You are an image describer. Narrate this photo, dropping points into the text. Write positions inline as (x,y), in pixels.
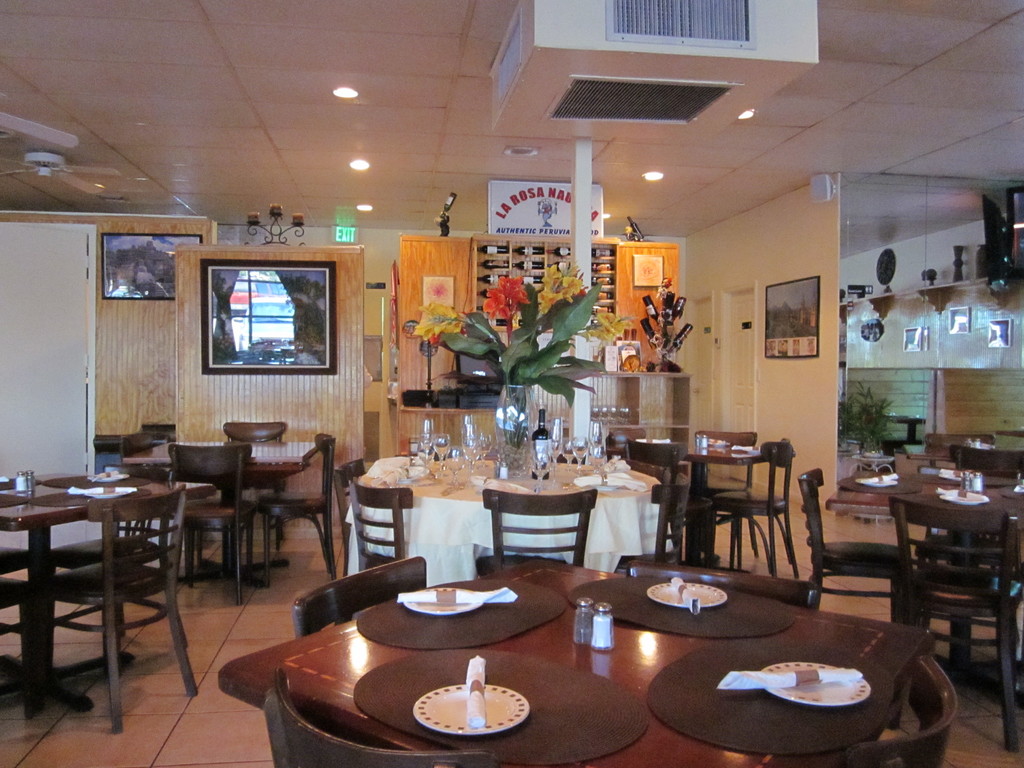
It looks like a dining room (509,599), there are dining tables (570,543), chairs (669,555) in this room (636,629). On the roof (403,163) there are lights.
